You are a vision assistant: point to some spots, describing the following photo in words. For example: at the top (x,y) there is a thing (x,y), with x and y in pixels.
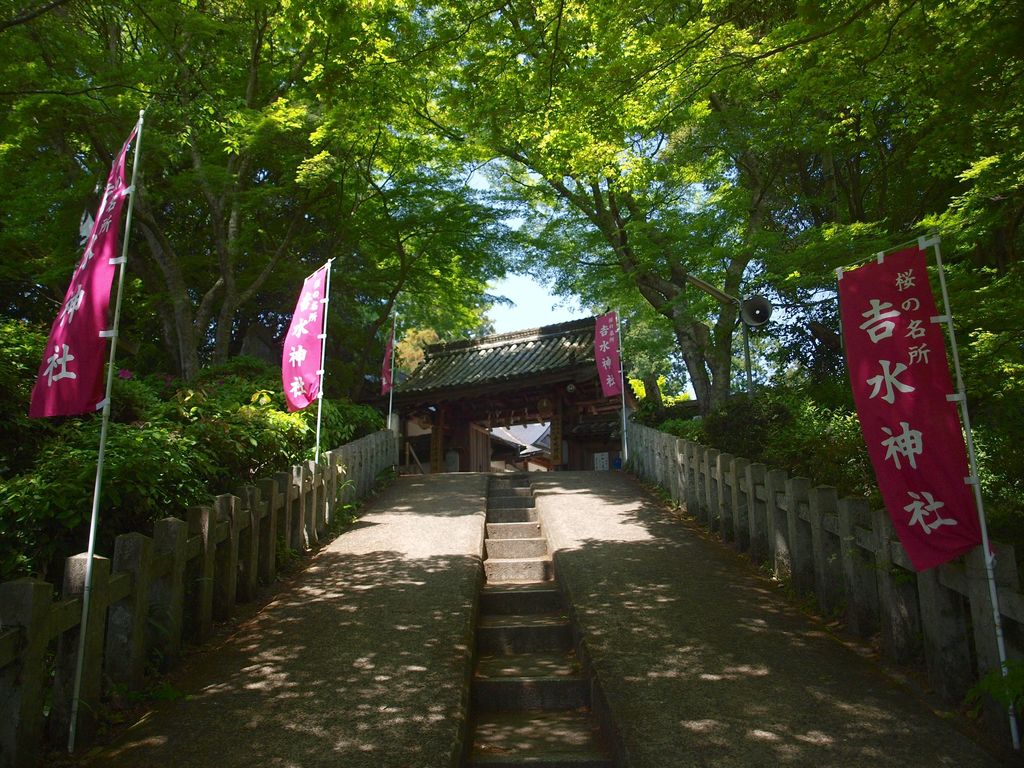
In the center of the image (500,422) we can see a shed (455,362). At the bottom (594,729) there are stairs (573,710) and we can see flags (297,379). In the background (689,217) there are trees (509,169) and sky (527,305).
